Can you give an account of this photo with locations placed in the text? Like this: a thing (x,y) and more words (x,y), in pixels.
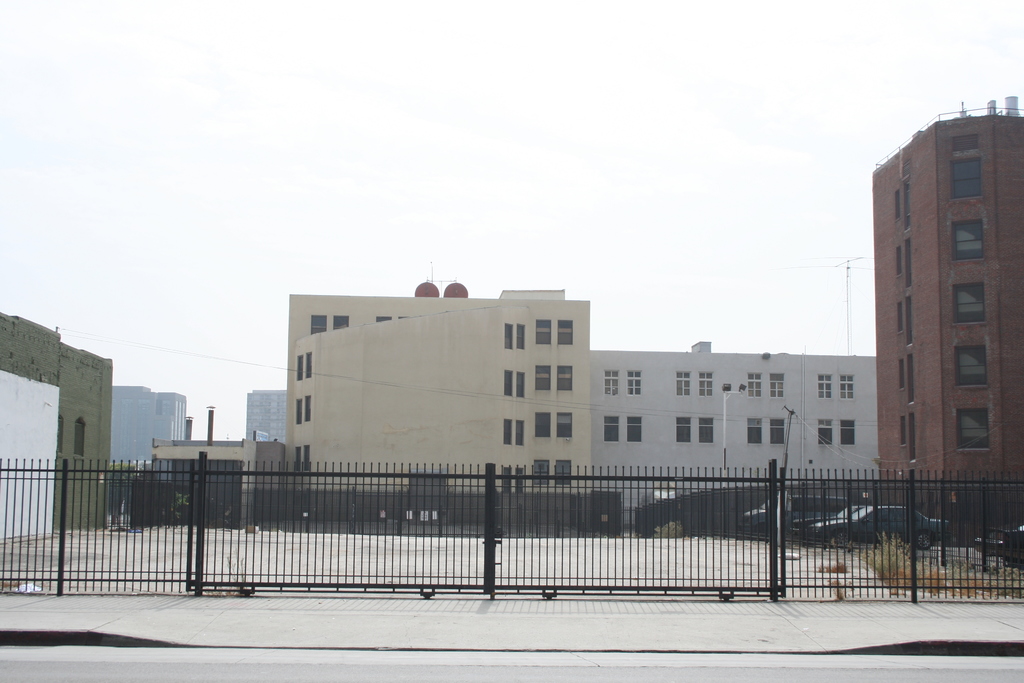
In this picture I can see vehicles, iron grilles (822,575), buildings (25,523), and in the background (546,164) there is the sky (571,157).
